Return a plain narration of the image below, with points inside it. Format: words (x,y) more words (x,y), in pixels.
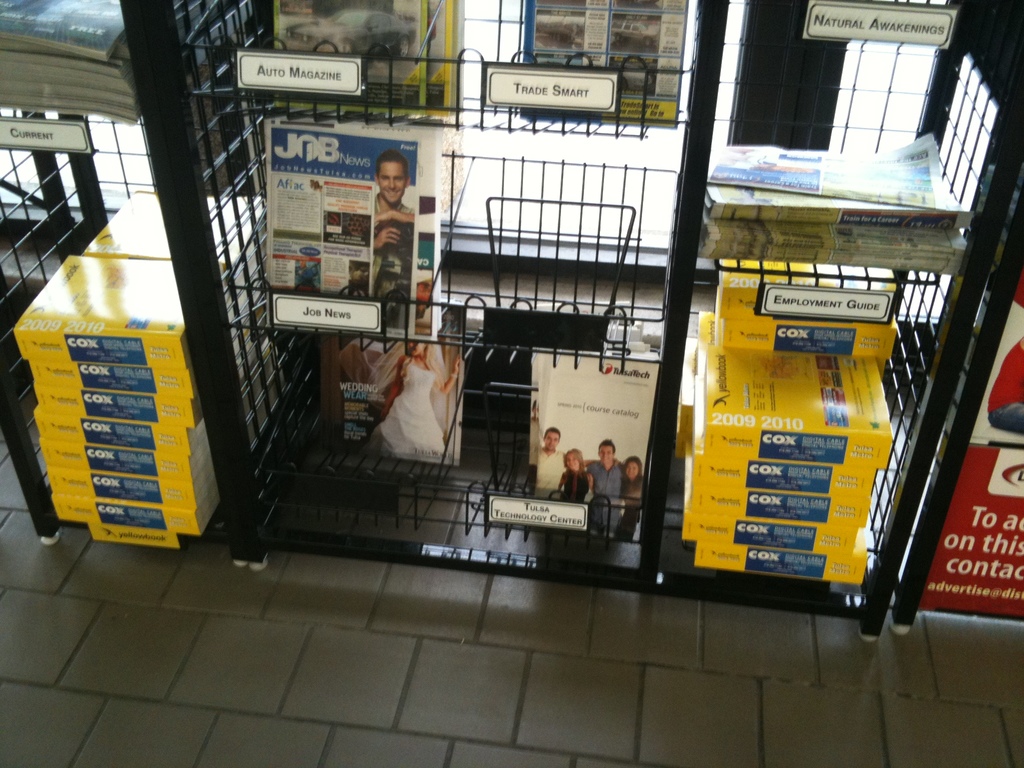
In this picture I can see the posters (362,271) and banners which are placed on the racks (957,420). On the right (808,394) and left I can see the phone directories (764,463) which are kept on the racks (670,461). Beside that I can see some papers (779,153).
